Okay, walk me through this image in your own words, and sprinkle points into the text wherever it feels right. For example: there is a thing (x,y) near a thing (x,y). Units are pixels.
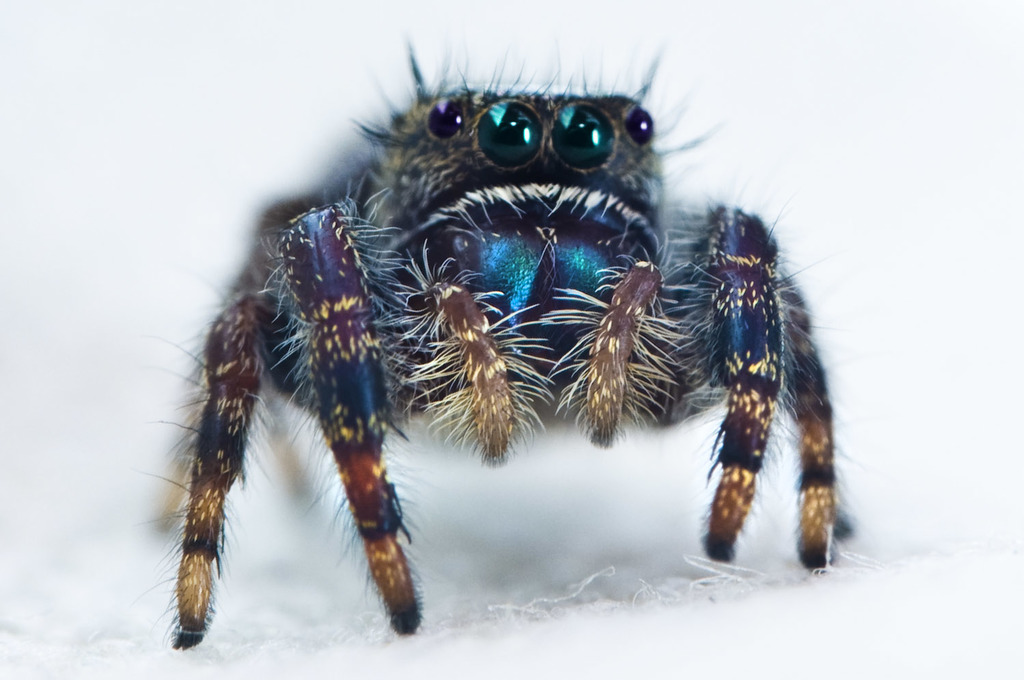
In this image I can see an insect (454,384) which is colorful. It is on the white color surface (331,487).
